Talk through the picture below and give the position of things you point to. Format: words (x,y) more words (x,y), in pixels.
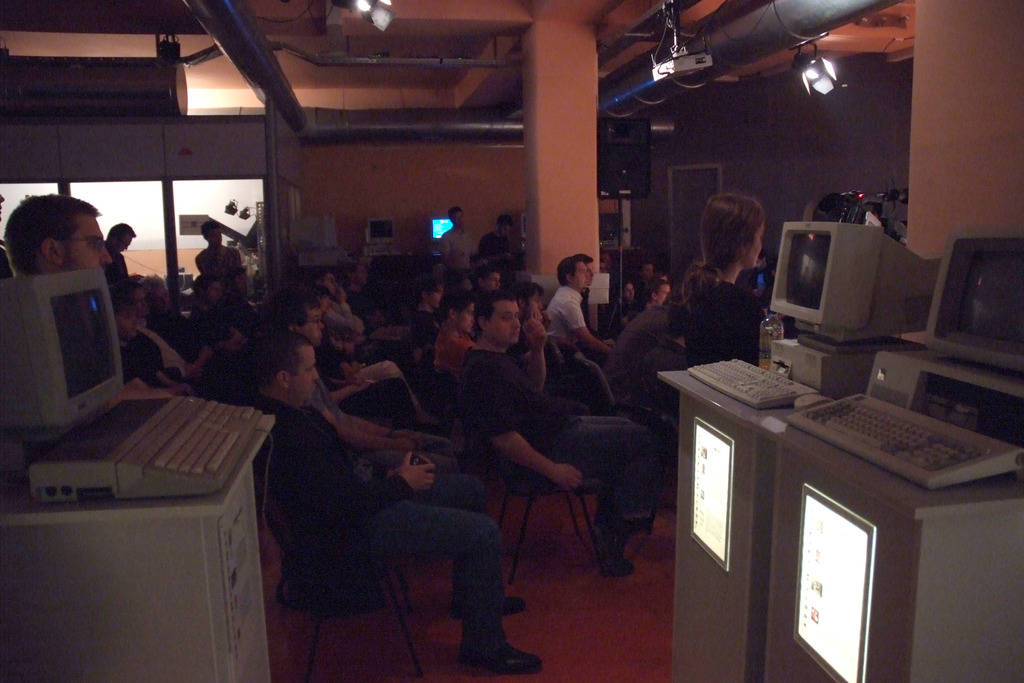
In the image there are many people (384,322) sitting in a room (541,279) and around them there are computers (70,326), speaker (600,188), a projector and in the background (317,186) there is a wall (339,201), beside the wall (306,174) there are few windows (127,194).
